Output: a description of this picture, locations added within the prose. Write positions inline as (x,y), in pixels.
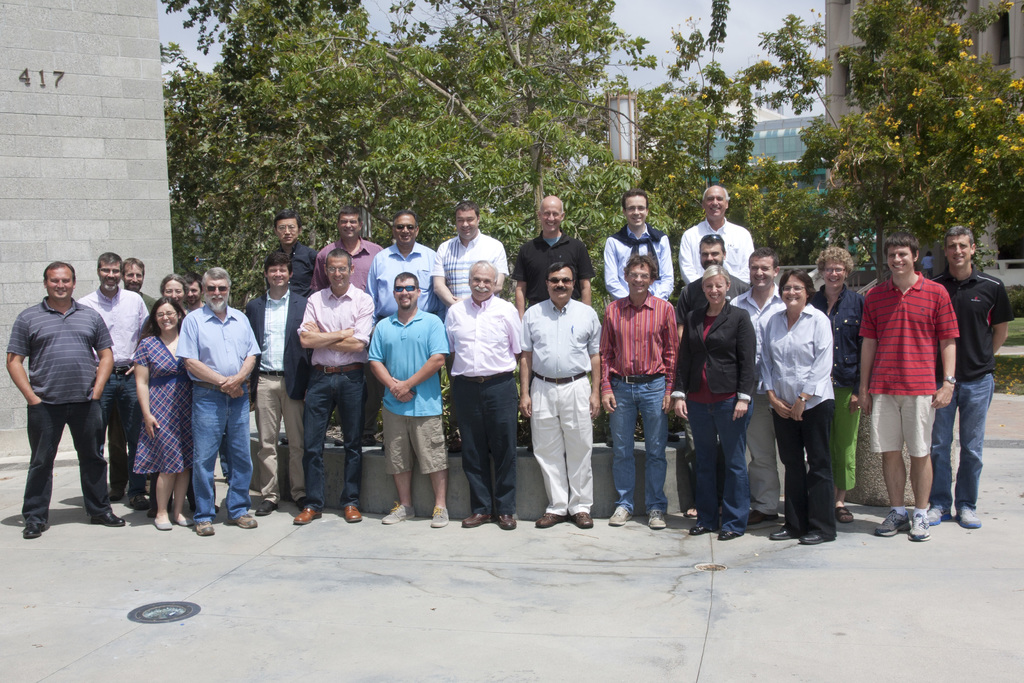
In the image there are few people (407,450) standing on the floor (194,619). Behind them there are few people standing on the small wall (600,459). On the left corner of the image (163,235) there is a wall (59,90) with number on it. In the background (483,72) there are trees (966,94). There is a tree (966,165) with yellow flowers (1005,135). Behind the trees (957,184) there are few buildings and also there is a sky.
